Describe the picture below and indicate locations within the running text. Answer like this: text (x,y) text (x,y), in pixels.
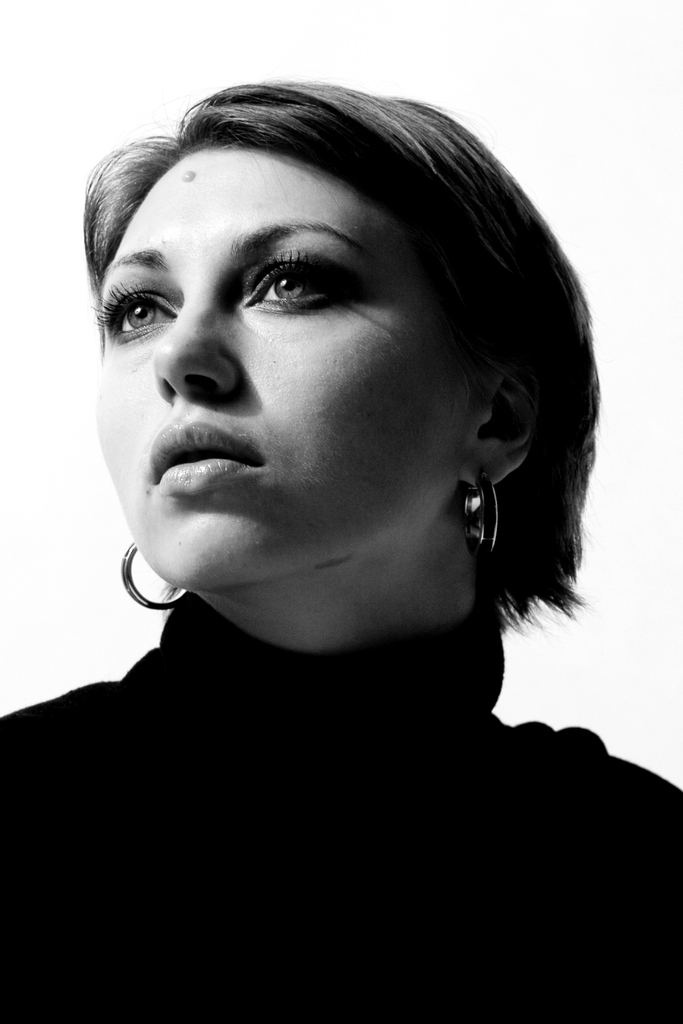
In this image I can see a woman (200,510) and I can see she is wearing earrings (132,548). I can also see this image is white and black in colour.
